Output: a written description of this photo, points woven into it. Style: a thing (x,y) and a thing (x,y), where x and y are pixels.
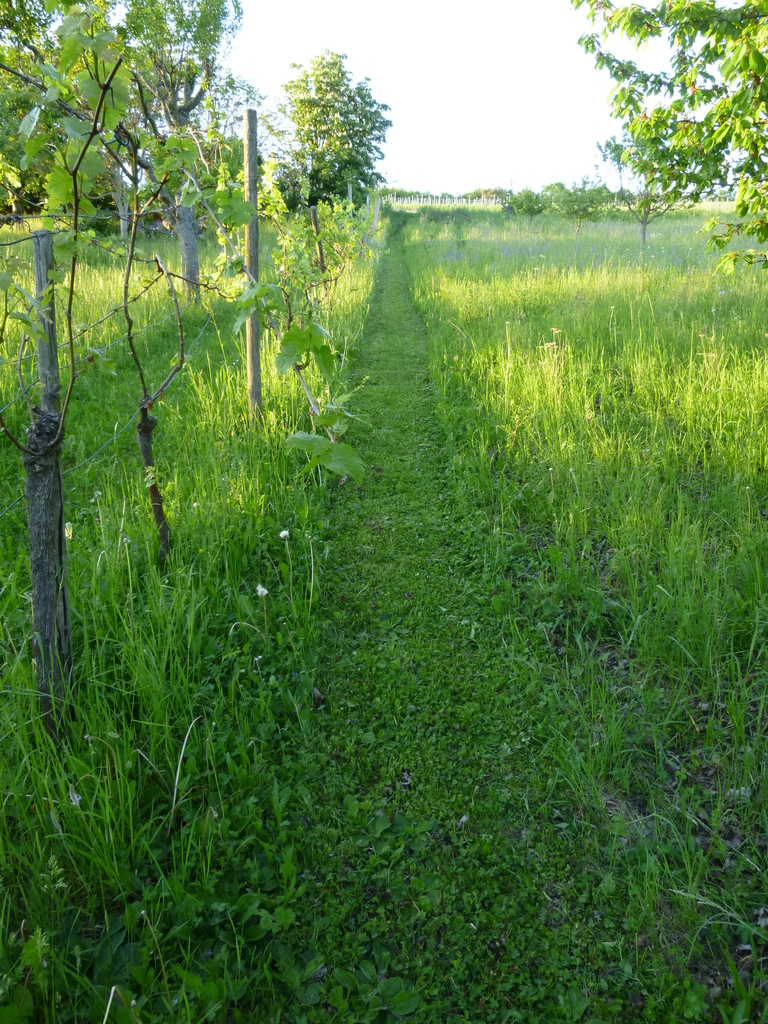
In this image there is grass (453,328), few plants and some trees (23,179) are on the land (335,679). Left side there is a fence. Top of image (421,67) there is sky (536,87).
